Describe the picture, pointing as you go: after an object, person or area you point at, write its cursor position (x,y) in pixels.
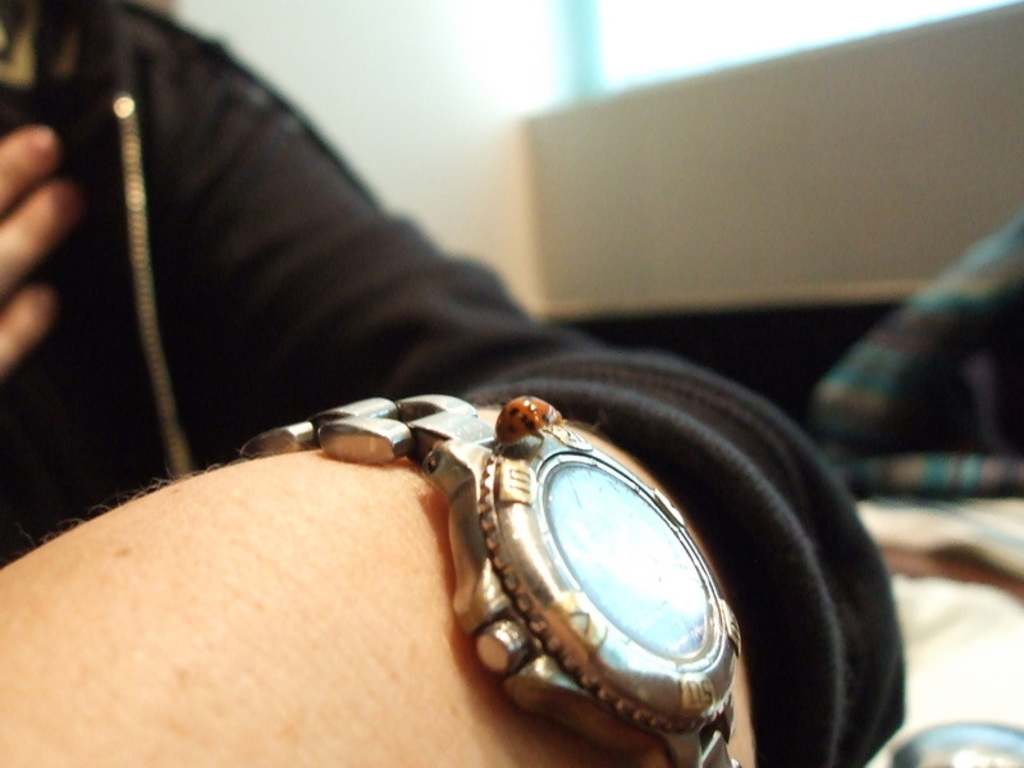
In this image I can see a person (132,656) and the person (328,268) is wearing black color jacket (267,240) and a watch (526,682) and I can see white color background (416,61).
